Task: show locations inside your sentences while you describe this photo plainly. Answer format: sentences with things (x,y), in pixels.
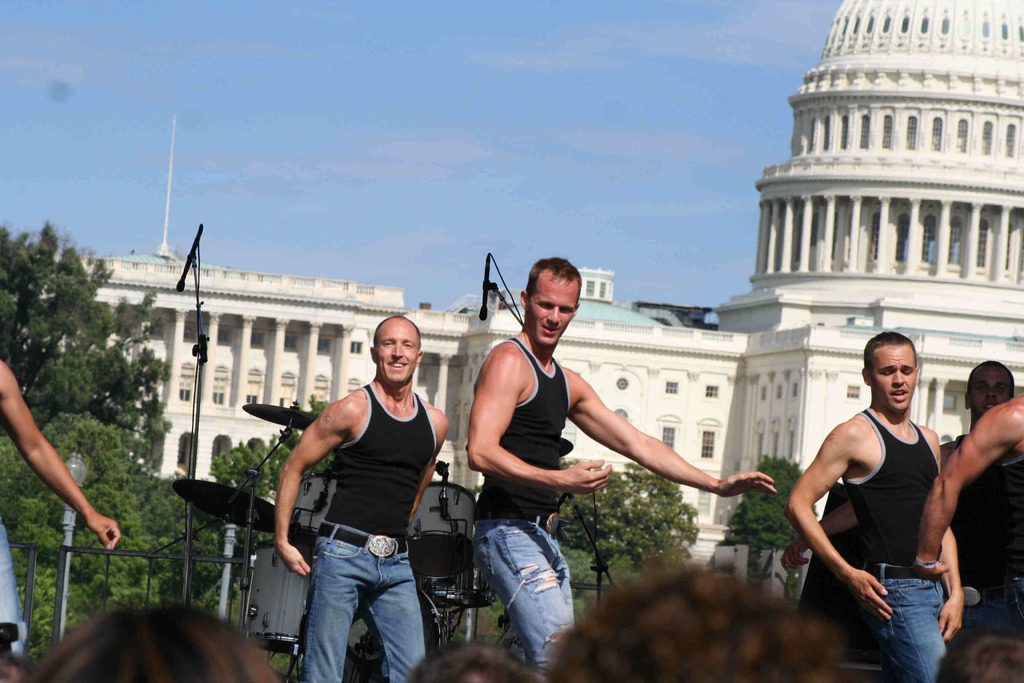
Here we can see people (913,558). Backside of them there are musical instruments (261,410), light poles (223,587), grill (226,566), mics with stand (198,269), trees (245,452), building (654,393) and sky (487,76). To that building (423,331) there are pillars (787,206) and windows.
